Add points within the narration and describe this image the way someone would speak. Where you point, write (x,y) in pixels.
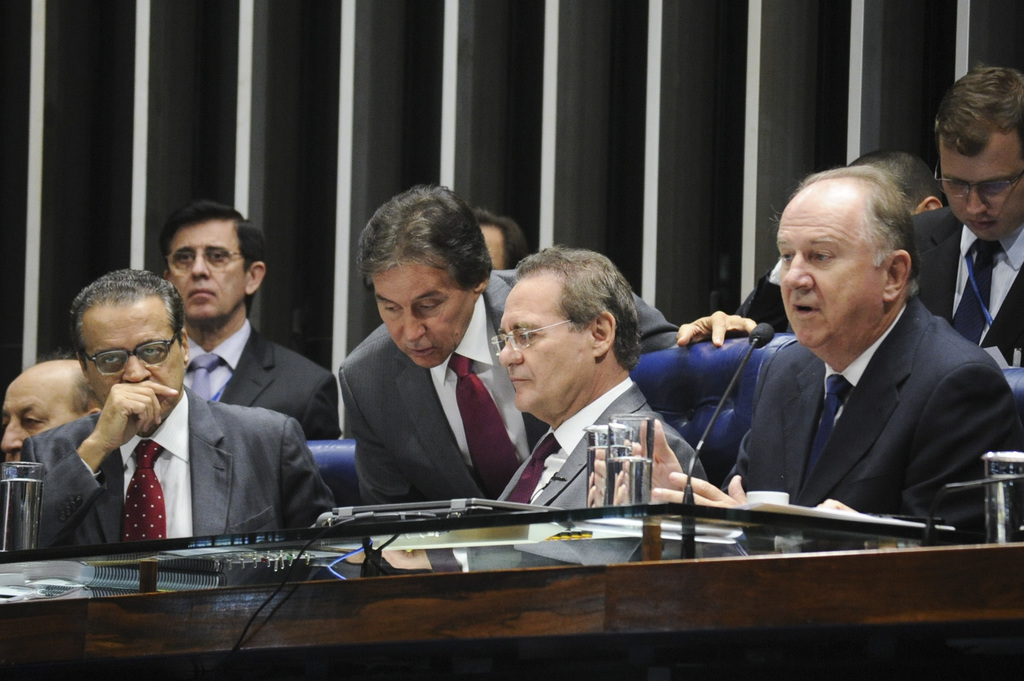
In this picture there are few men (619,306) some of them are sitting and standing the person (828,393) who is sitting first is speaking something through the mike (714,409) and there is a table (602,523) in front of them and on the table (626,510) there are glasses (29,484) filled with water (635,472) in the background (107,173) there is a wall (259,117).
